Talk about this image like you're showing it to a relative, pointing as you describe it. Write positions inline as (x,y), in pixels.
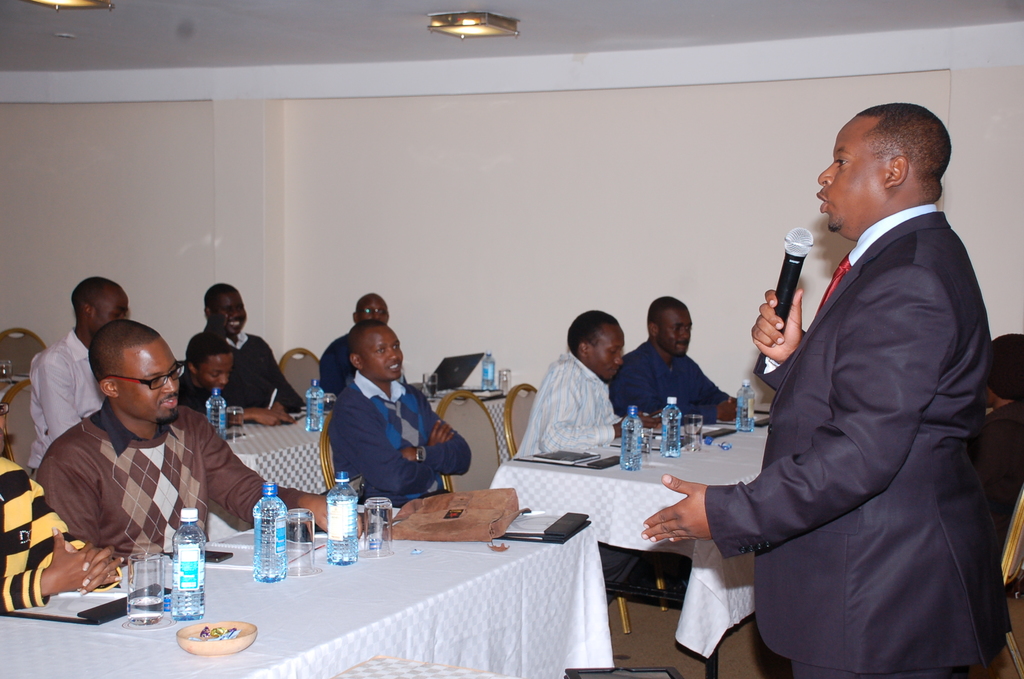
This picture describes about group of people (356,452) few are seated on the chair (328,441), and one person (837,216) is talking with help of microphone (785,300), in front of them we can find couple of bottles (191,532), glasses (380,510), papers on the table (125,619), and also we can find couple of lights (441,18) and a wall (335,246).
